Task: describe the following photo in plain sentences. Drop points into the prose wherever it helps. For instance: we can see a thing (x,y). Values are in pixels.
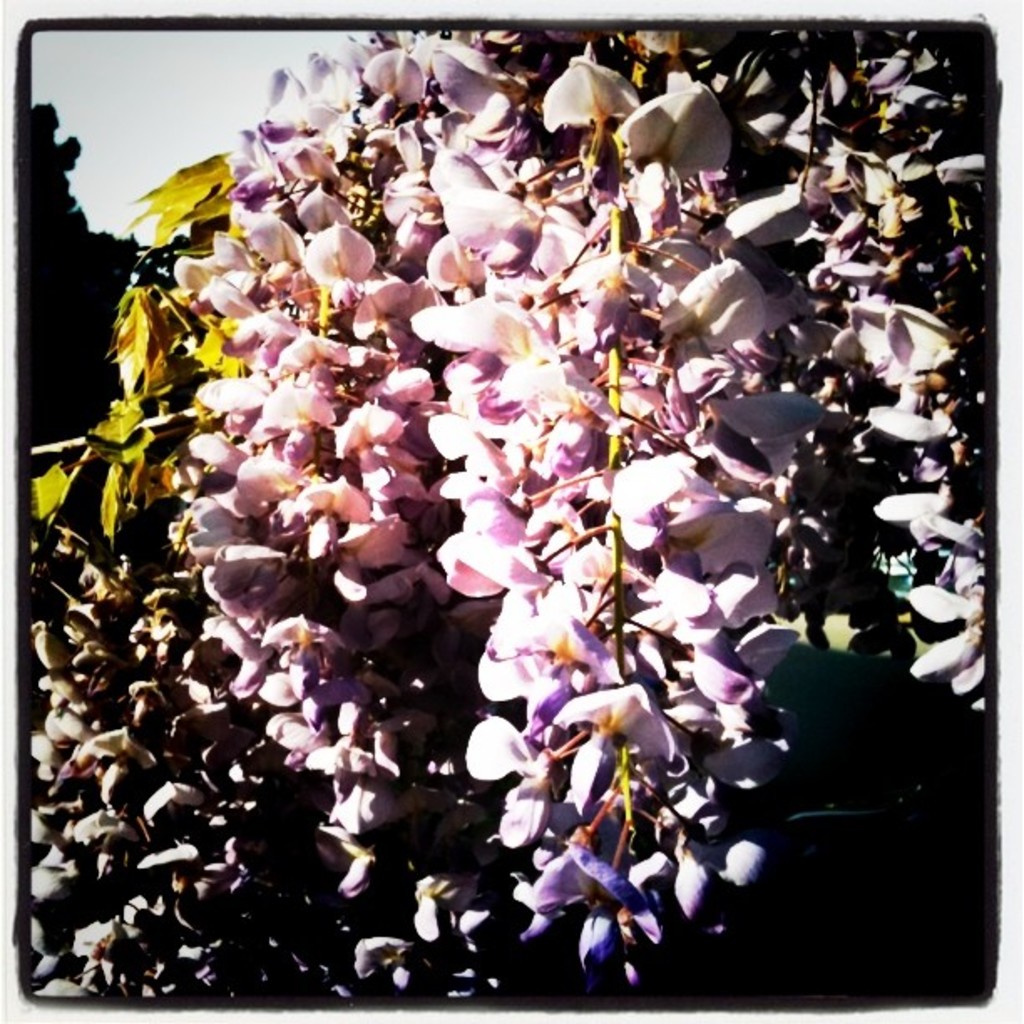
In this image in the foreground (531,522) there are some flowers (436,416), and in the background (74,190) there is a tree (93,235) and sky (117,160).
